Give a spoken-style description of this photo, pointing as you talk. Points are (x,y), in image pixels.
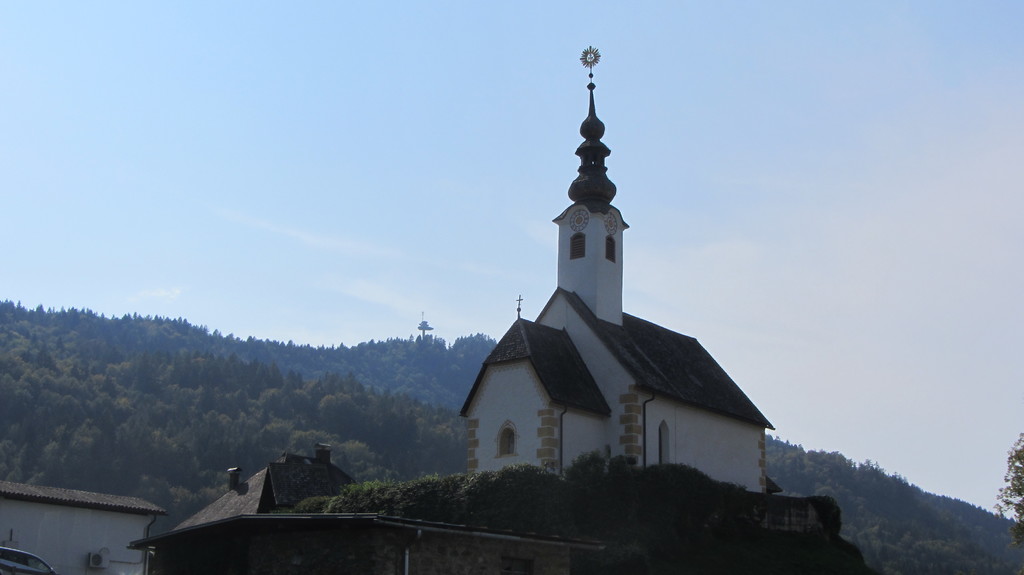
In this image I can see a building (598,197) in white and brown color. Background (190,421) I can see trees (208,419) in green color and sky (497,124) in blue color.
